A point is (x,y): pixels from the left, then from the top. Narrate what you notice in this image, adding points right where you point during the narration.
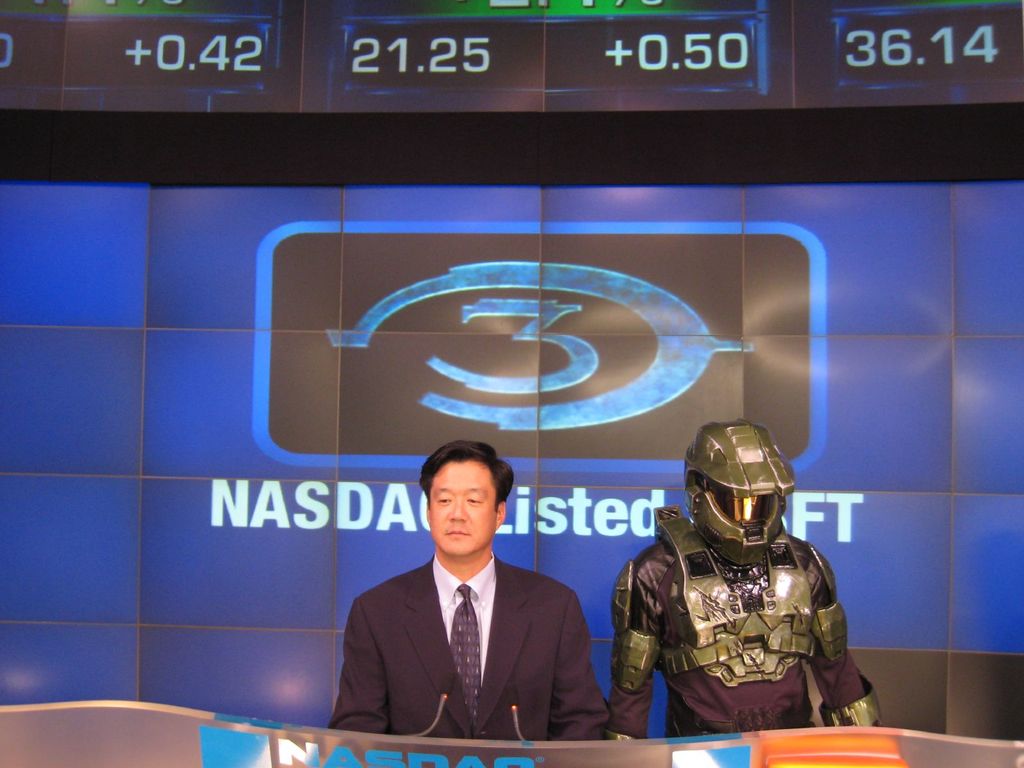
In this image we can see there are two people (452,453) standing behind a podium (351,749) which has microphones (517,710) and one among them is wearing a costume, behind them there is a screen (159,375) which contains some text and a logo (257,361).
